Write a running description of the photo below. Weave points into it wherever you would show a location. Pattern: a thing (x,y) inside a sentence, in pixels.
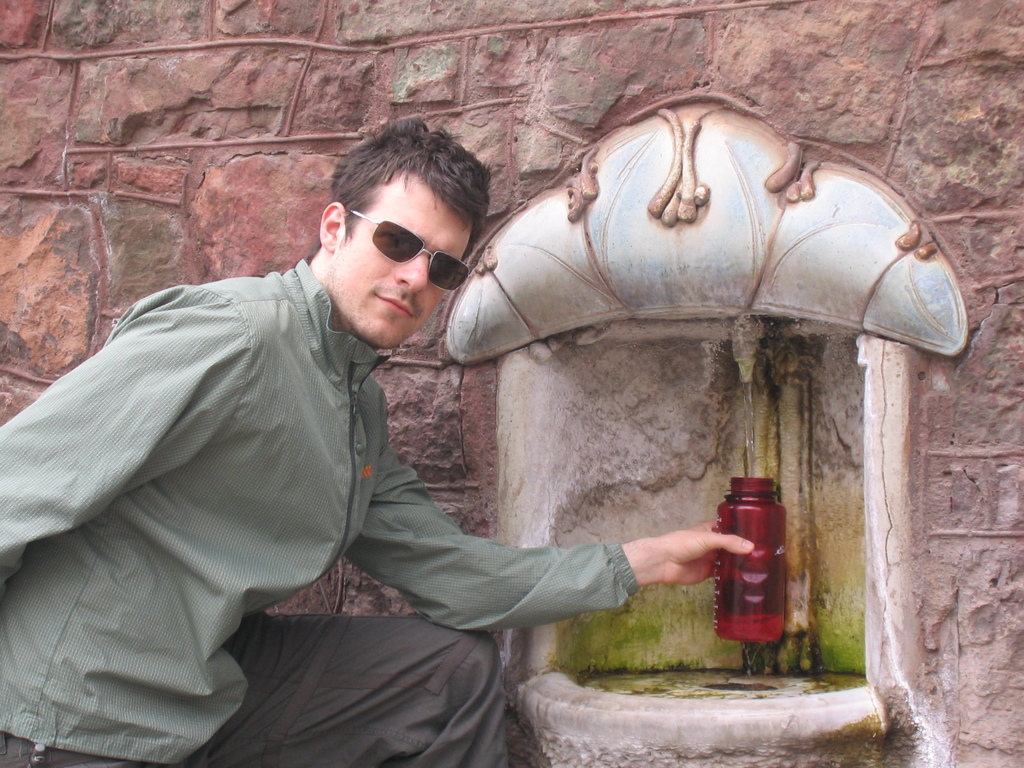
In this image we can see a person (369,537) is holding a bottle (764,556) and filling water (752,472) in it. He wore goggles (424,243) and smiling. Background (228,210) there is a wall (517,107). Here we can see a tap (749,369).
